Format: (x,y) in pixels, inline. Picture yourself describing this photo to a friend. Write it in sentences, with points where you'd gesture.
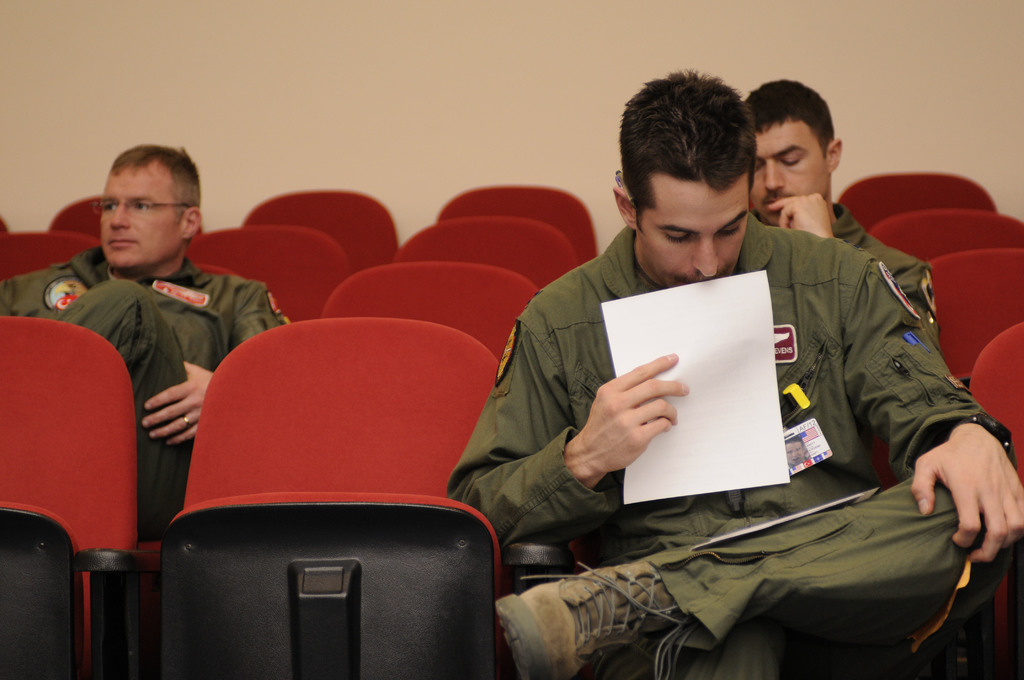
The picture is taken inside a room (431,447) where there are three people (650,419) and at the right corner of the picture (758,537) one person (761,552) is sitting and wearing green uniform (803,361) in his hands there are papers (719,448) and behind him there is one person (805,209) is sitting and at the left side of the picture (121,333) other persons (157,313) sitting in same uniform (167,329) and wearing glasses (142,213) and between them there are empty seats (439,330) which are in red colour and behind them there is a wall (402,176).
